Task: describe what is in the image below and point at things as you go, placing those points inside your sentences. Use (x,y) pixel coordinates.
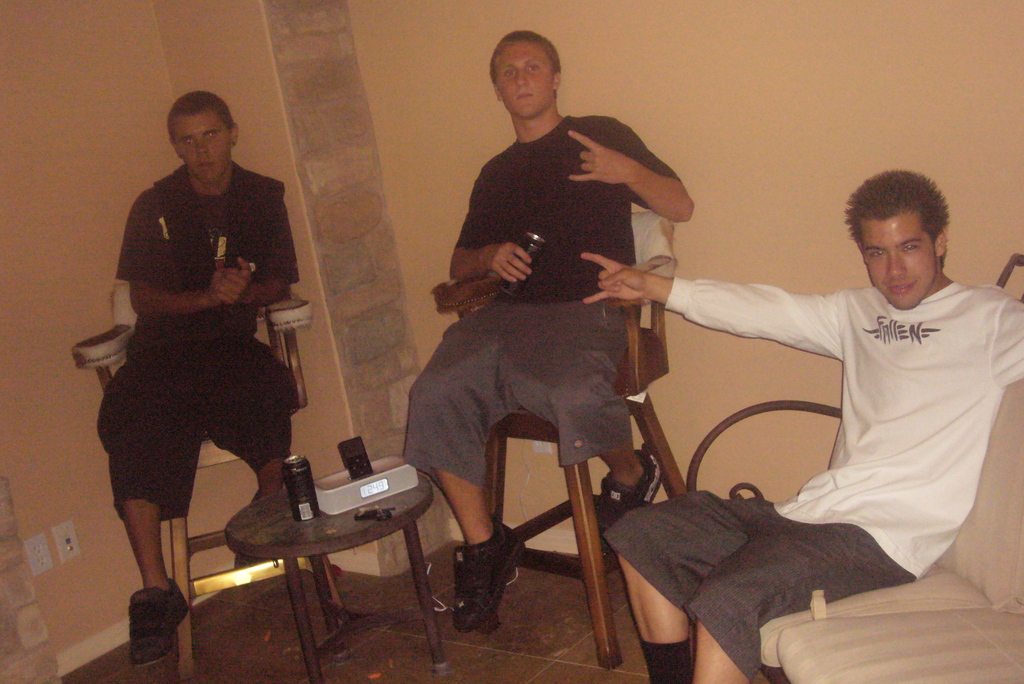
In this image we can see three people (211,220) in a room (414,418), a person (910,494) is sitting on a couch (942,627), two people (549,318) are sitting on a chair (592,533), a person (601,512) is holding a tin (536,250) and there is a table (322,542) in the middle of the image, on the table (340,514) there is a tin (303,476) and a few objects (360,499) and wall (587,67) in the background (814,93).
